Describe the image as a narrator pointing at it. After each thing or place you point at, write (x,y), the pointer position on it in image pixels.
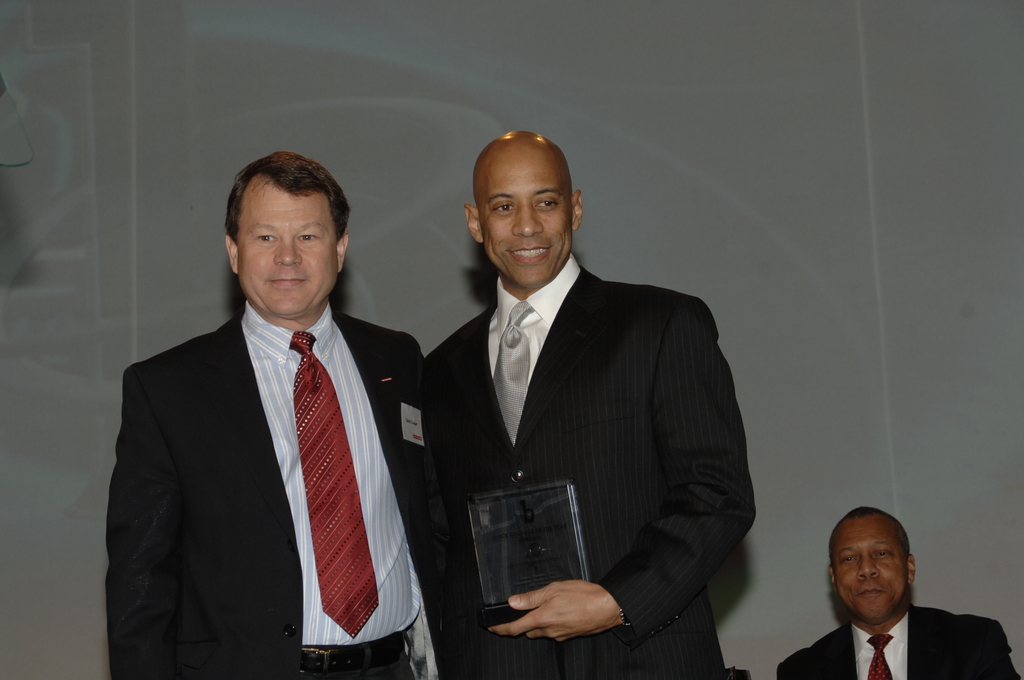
In this image we can see two men (580,452) are standing and the right side man (495,400) is holding a trophy (583,577) in his hand (549,589). In the background (116,295) there is a wall (349,154). On the right side (884,650) at the bottom corner (889,622) we can see a man (884,543).
